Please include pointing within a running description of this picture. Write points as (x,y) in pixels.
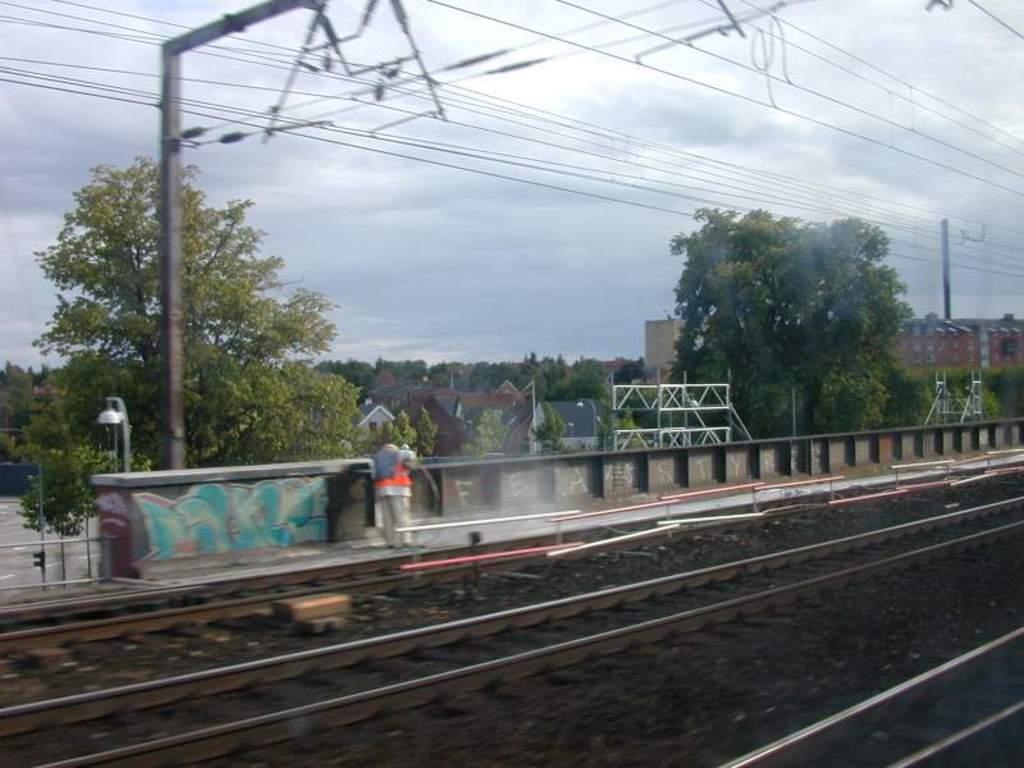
At the bottom of the image (543,692) I can see the railway tracks (329,696) and stones (595,717) on the ground (556,703). In the middle of the image (404,464) there is a person (385,475) standing on the platform (317,559). On the left side (178,262) there is a pole (176,177) along with the wires (283,91). In the background (428,377) there are many trees (574,369) and buildings (936,363). At the top of the image (621,135) I can see the sky (714,124).
